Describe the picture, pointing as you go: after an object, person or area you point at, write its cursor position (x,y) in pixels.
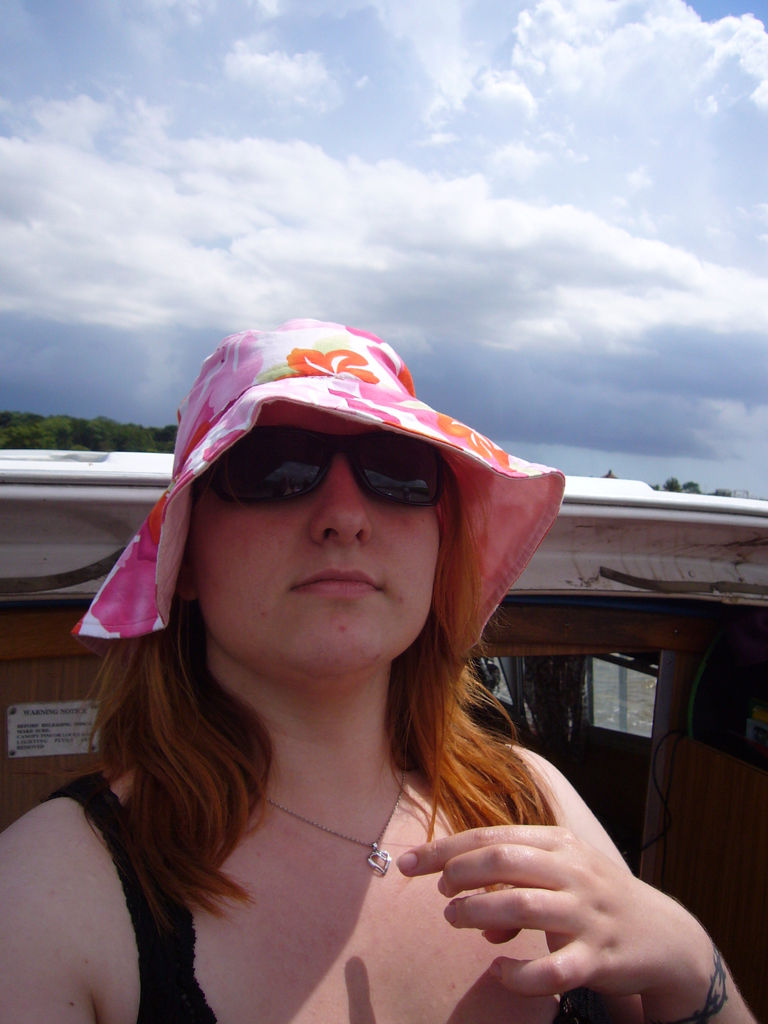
In this image I can see a woman (352,426) wearing a pink color cap (290,398) and wearing spectacles (244,445) and back side of I can see vehicle (665,676) and at the top (568,168) I can see the sky (576,175) and clouds (479,226).
